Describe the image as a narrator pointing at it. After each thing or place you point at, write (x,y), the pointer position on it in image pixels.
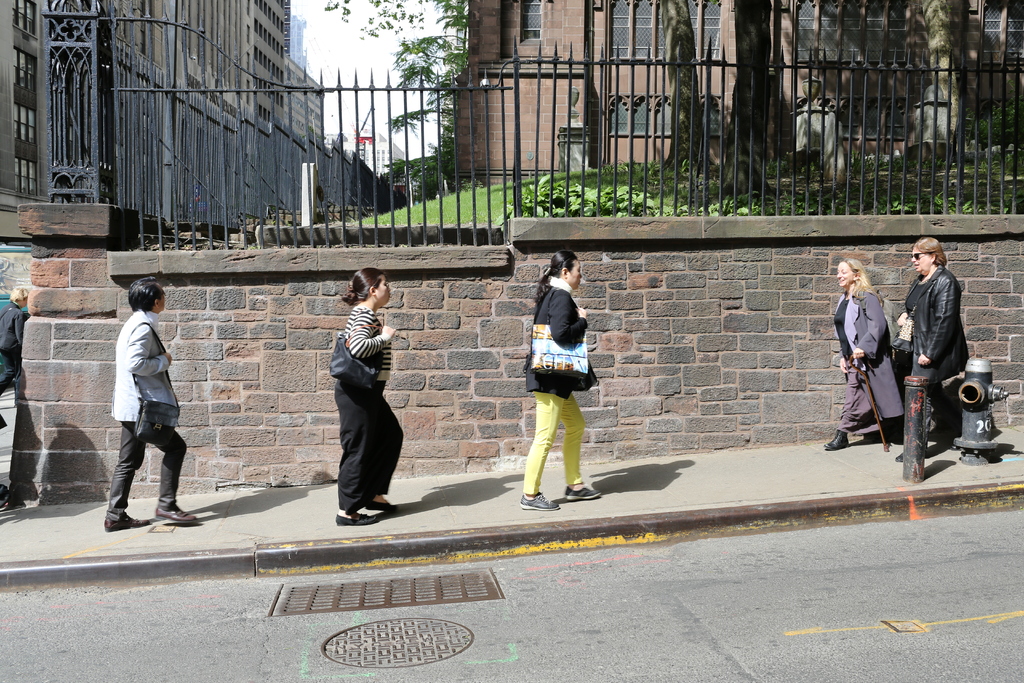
In this image I can see a road (629,582) in the front (750,556) and in the background (358,482) I can see few people (383,502) are standing. I can also see most of them are carrying bags (346,338) and on the right side of this image (910,446) I can see a pole (923,421) and a fire hydrant (965,385). In the background (72,42) I can see black colour railing (131,141), grass (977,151), few trees (430,113) and number of buildings (20,143). I can also see shadows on the ground (600,501).
